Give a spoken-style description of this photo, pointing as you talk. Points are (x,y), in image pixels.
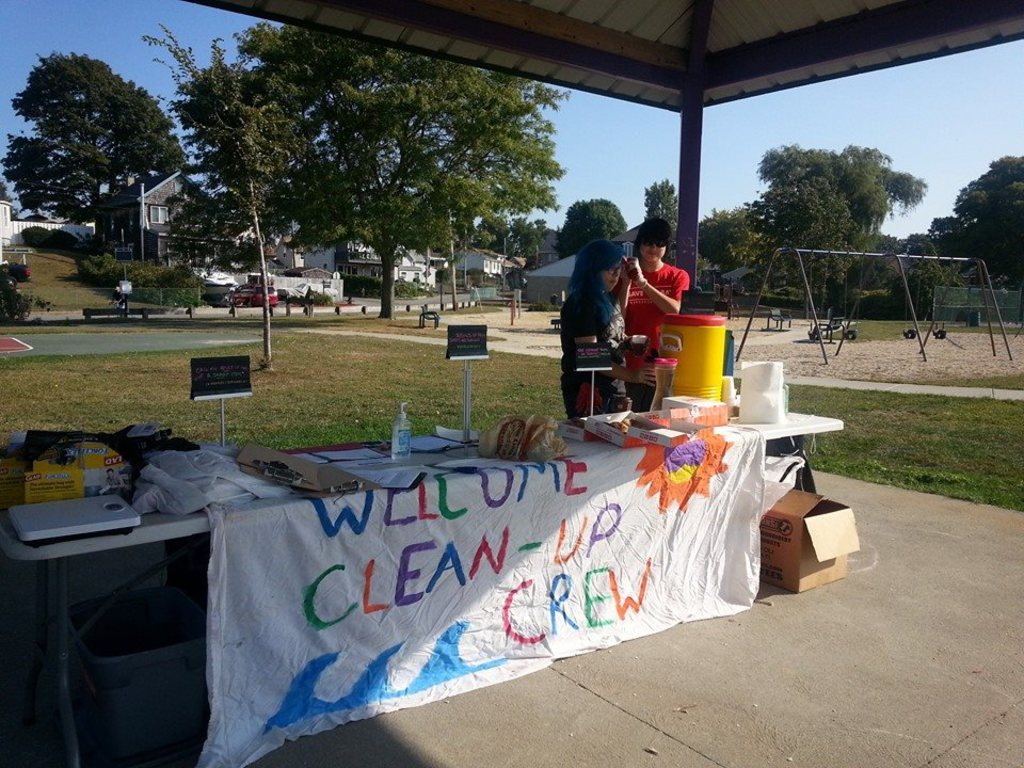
In this image there are two persons (622,293) who are standing in front of them there is one table (637,451) and that table (326,529) is covered with a white cloth (331,570) and under that table (587,522). On the left side (159,636) there is one dustbin (134,642) and on the right side (804,546) there is one box (795,537), on that table (164,463) there are some clothes (209,473) hand wash (401,433) and some containers (719,350) are there and on the top of the image (339,120) there are some trees (214,112), buildings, vehicles (243,289) are there. On the right side (888,330) there is some grass (908,422) and on the top of the image (727,154) there is sky (757,142).
